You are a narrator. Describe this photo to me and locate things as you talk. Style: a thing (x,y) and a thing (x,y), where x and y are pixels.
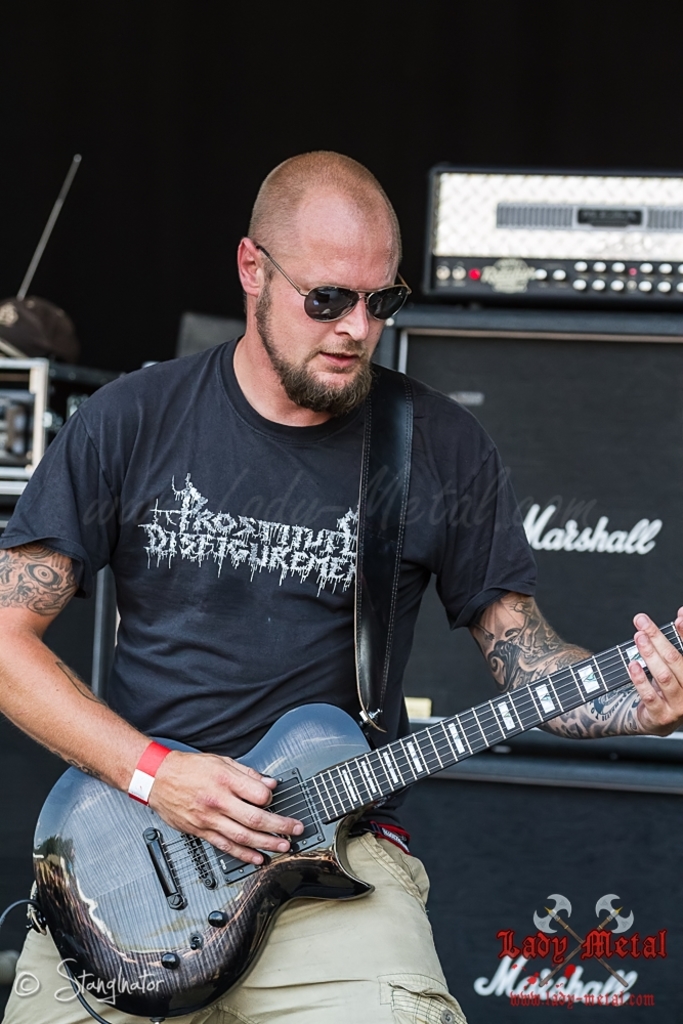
In this picture i could see a person (339,490) holding a guitar (351,767), he is wearing black colored t shirt (271,570) and a brown colored pant (398,914) in the background (568,367) i could see a some black colored boxes (566,424) and some instruments (578,223).
